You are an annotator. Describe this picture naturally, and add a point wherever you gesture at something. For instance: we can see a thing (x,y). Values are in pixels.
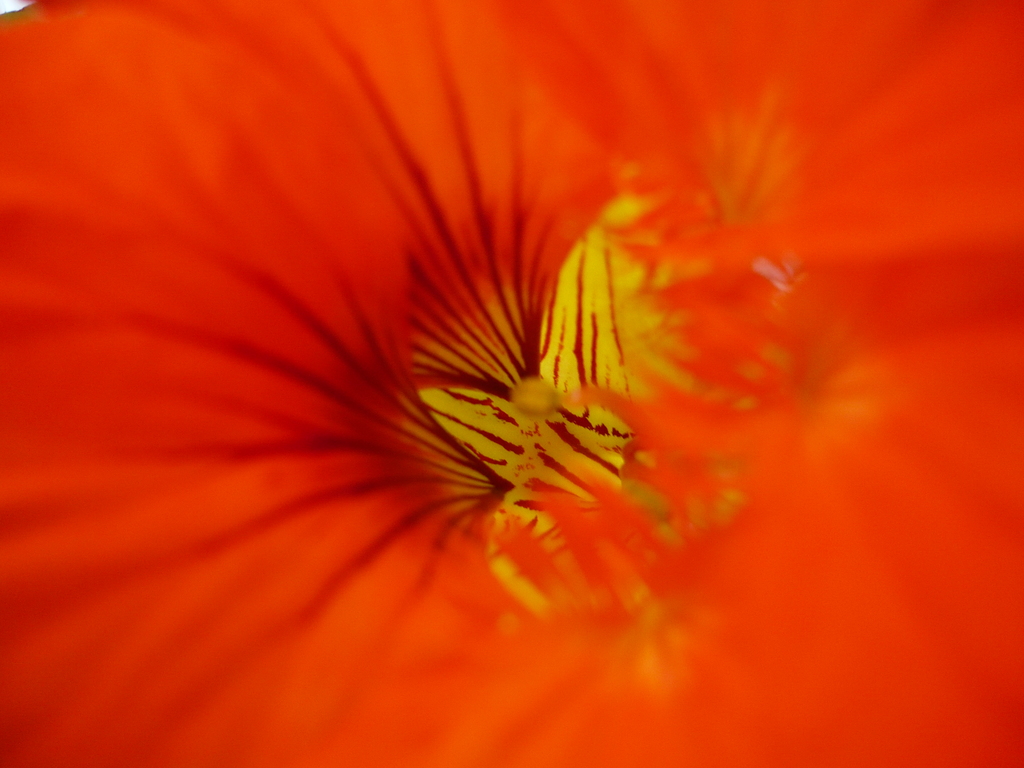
This image consists of a flower (349,402). This flower (465,464) is red in color.
